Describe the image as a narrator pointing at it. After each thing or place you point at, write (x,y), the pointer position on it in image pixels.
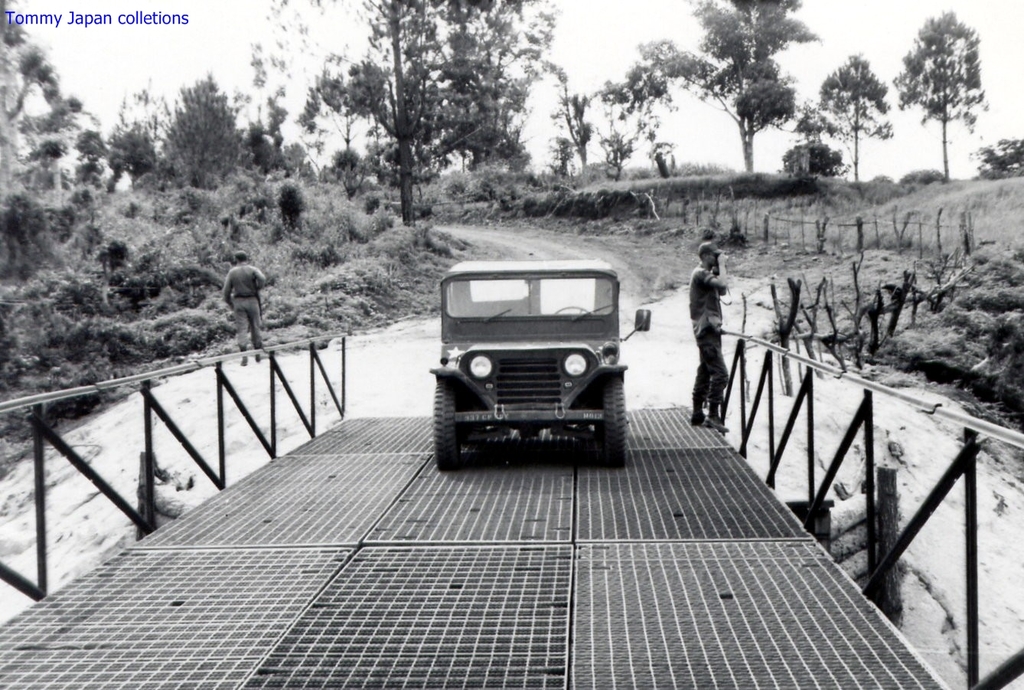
In this image I can see two persons (710,353) are standing. Here I can see vehicle (512,407) on the bridge (501,537). In the background (386,171) I can see trees (477,127), the grass (715,199) and the sky (583,3). This picture is black and white in color.
